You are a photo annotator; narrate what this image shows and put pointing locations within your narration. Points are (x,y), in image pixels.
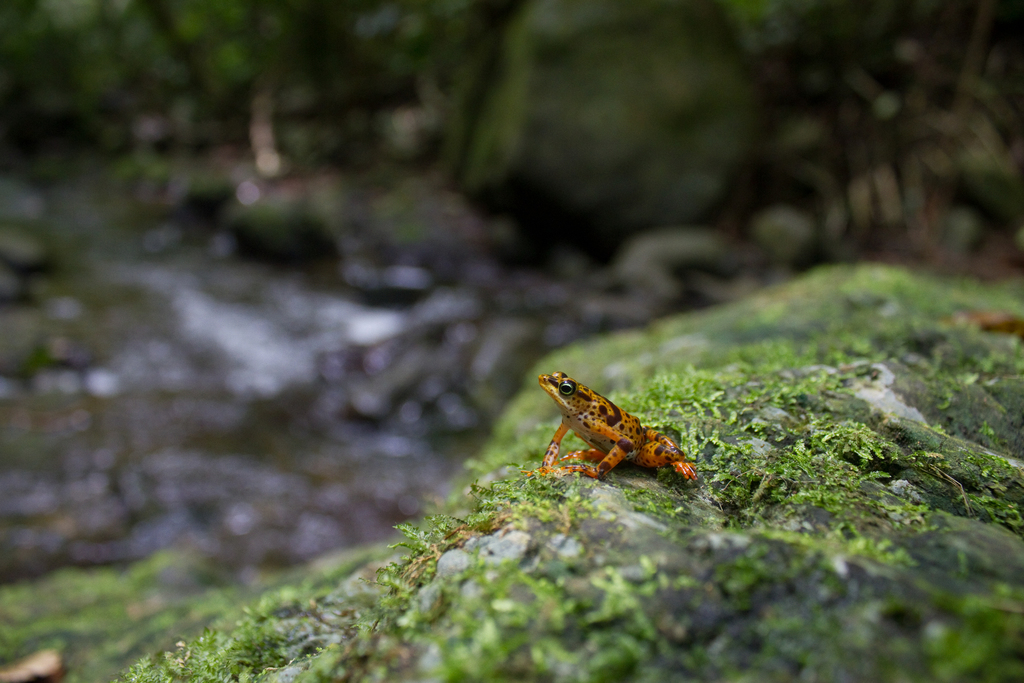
In this picture there is a frog (593,432) in the center of the image (612,430) on the mossy rock (554,548) and the background (589,294) area of the image is blur.
